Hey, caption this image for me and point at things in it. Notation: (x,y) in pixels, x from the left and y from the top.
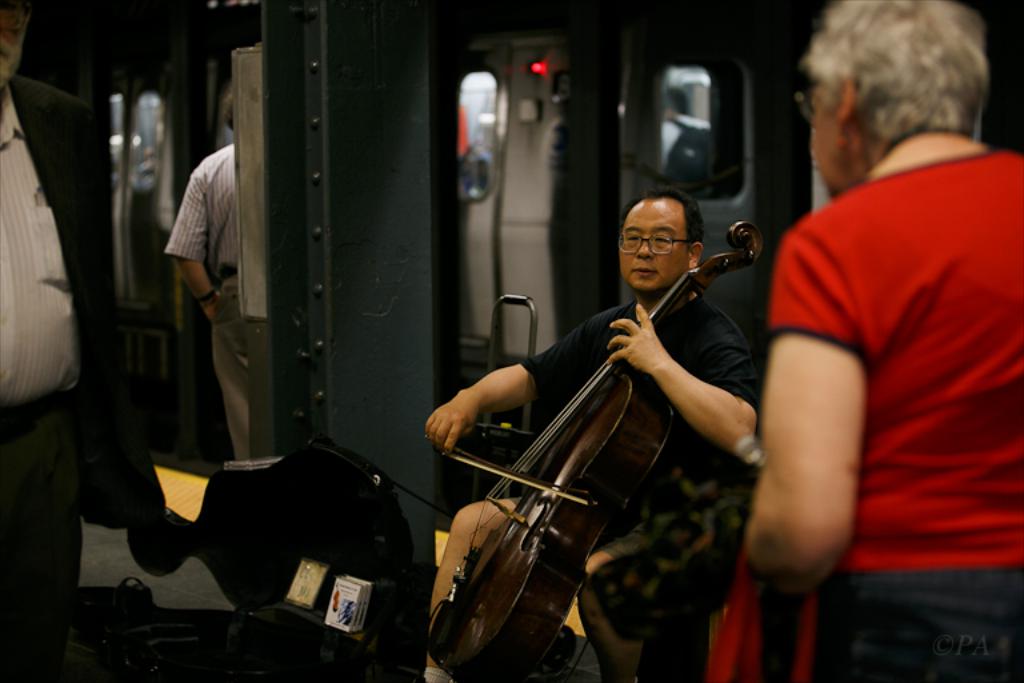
In this image there is a person (608,534) playing a musical instrument (663,421) in a train station (480,432), around the person (493,391) there are a few other people (84,321), behind the person (576,371) there is a train (495,111), on the right side of the person (461,398) there is a metal pillar (401,300), in front of the image there are some objects (202,513).
